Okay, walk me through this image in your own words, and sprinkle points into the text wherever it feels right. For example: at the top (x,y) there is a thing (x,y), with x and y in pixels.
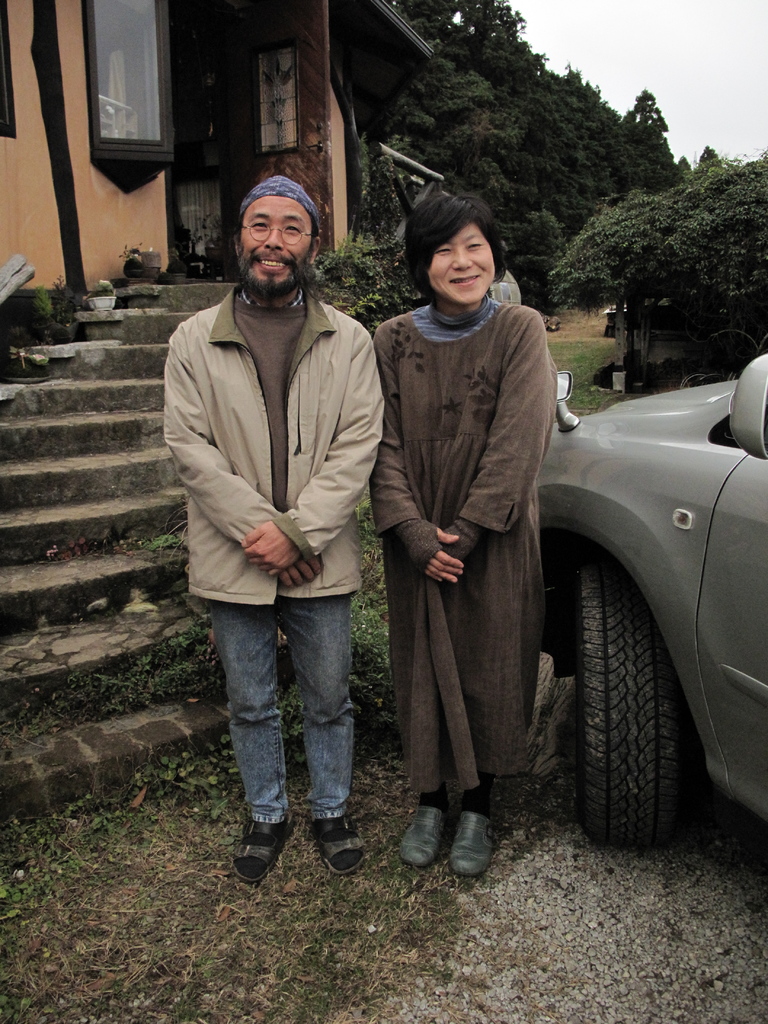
In this image we can see two people (350,435) standing and smiling and posing for a photo and to the side, we can see a vehicle (701,583) and on the left side (238,111), we can see a house (269,94). In the background (502,66), we can see some trees (689,242) and plants (707,222) and the sky (661,90) at the top (609,31).
